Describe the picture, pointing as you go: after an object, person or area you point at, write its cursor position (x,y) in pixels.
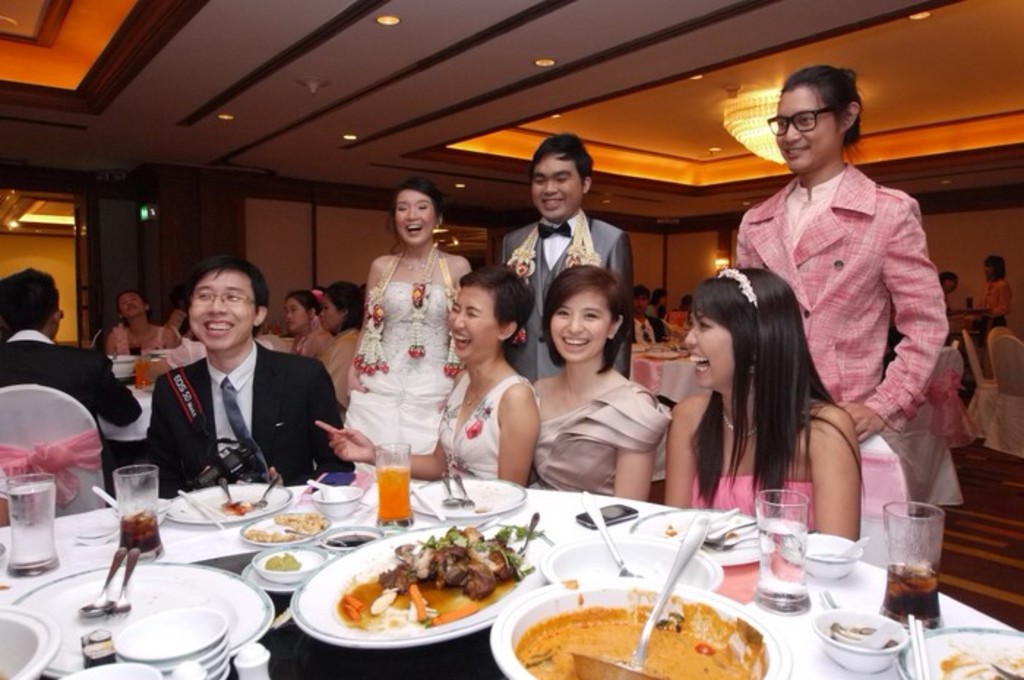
As we can see in the image there are few people (583,300) here and there, wall (340,222), lights (385,22), chandelier (739,110), chairs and tables (646,385). On table (84,610) there are plates (301,619), bowls (703,594), glasses (914,577) and different types of dishes (483,547).
